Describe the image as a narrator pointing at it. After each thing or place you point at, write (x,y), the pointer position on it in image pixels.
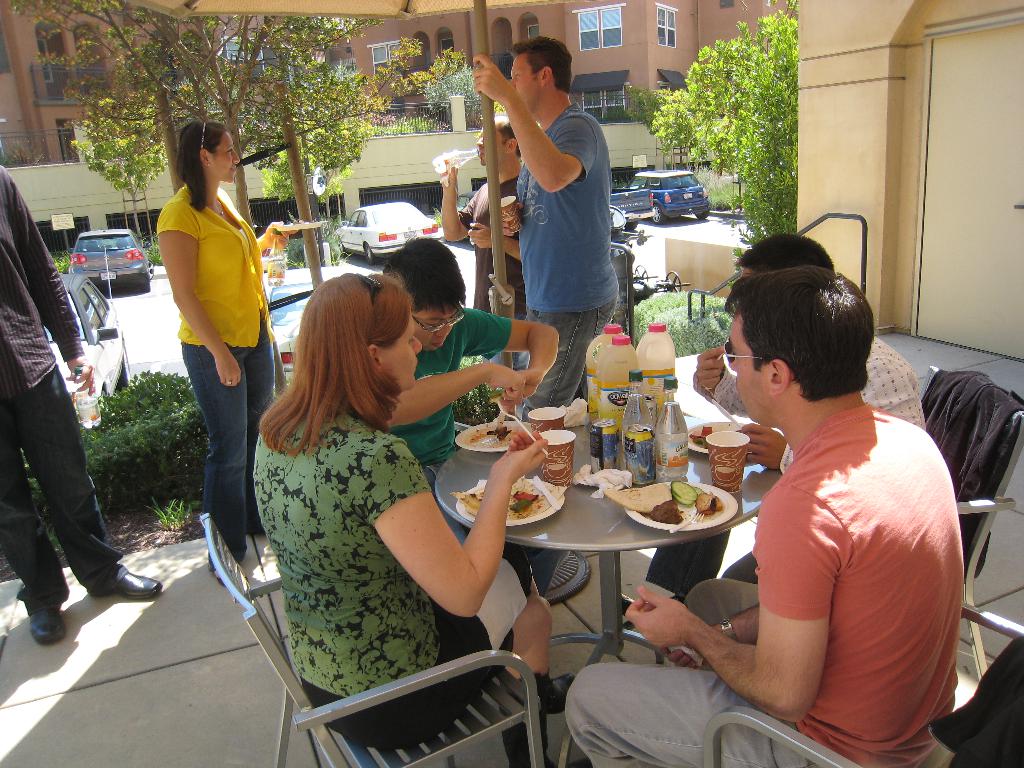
The picture is taken outside the building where there are four people (697,578) sitting on the chairs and in front of them there is a round table (636,531) on which food (663,518), glasses (571,451), bottles (631,411), tissues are placed and behind them there are four people (551,217) standing. One man (595,227) in blue shirt (595,238) is holding a glass (516,221) and holding a pole (490,154) by his hand (490,77), another person (500,170) is drinking water (440,167) and one woman (176,239) is standing in yellow t-shirt (244,326) and jeans (233,487) and behind them there are vehicles (350,237) on the road (298,277) and trees (196,67) are present and there are buildings (638,30) in brown colour.
